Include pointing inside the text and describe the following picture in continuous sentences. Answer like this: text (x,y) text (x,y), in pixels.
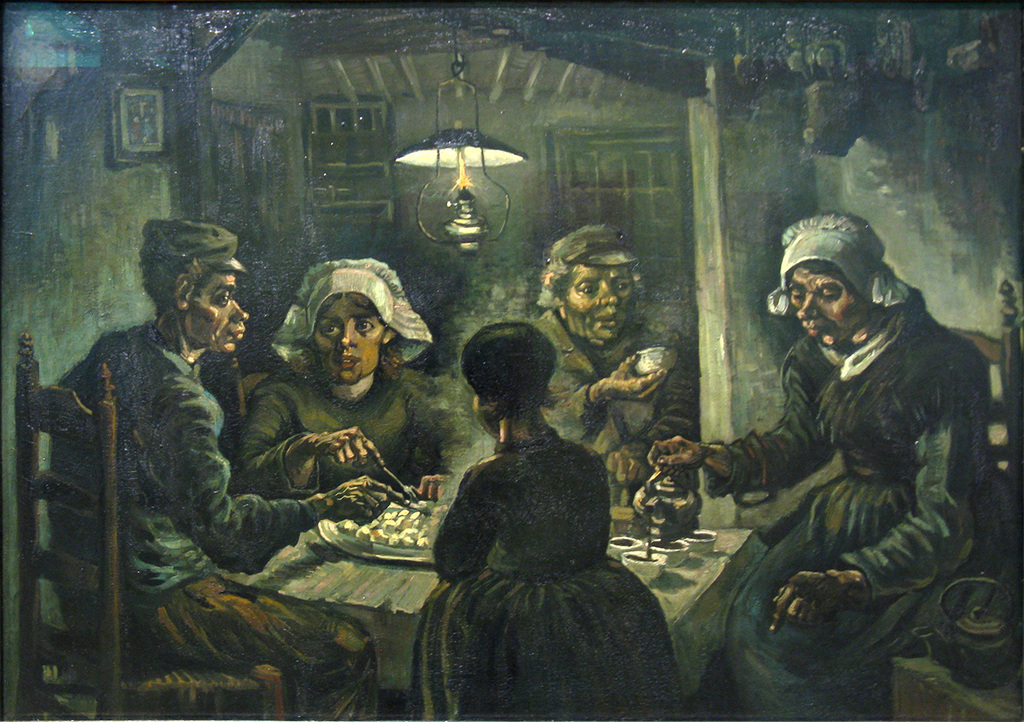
In this picture I can see painting (561,318) of few persons (484,354) sitting on the chairs (24,454) and I can see few cups (627,535) and some food (389,516) in the plate (389,508). I can see a person (732,446) holding a kettle (654,509) in the hand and a light (478,155) hanging to the ceiling (594,98) and a photo frame (134,112) on the wall (98,105).
